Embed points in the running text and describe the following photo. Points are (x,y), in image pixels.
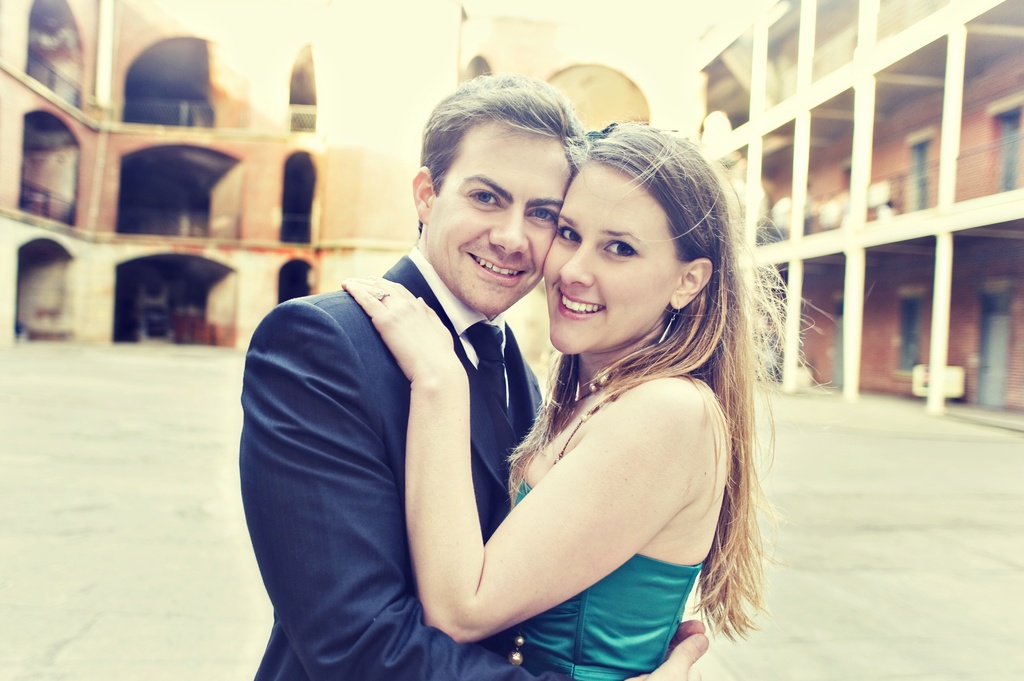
In this image we can see a man (481,232) and a woman (599,547) are standing. The man (484,331) is wearing a suit (371,500) and the woman (558,591) is wearing green color dress (569,606). In the background (100,481), we can see the floor (961,452) and a building (947,121).
